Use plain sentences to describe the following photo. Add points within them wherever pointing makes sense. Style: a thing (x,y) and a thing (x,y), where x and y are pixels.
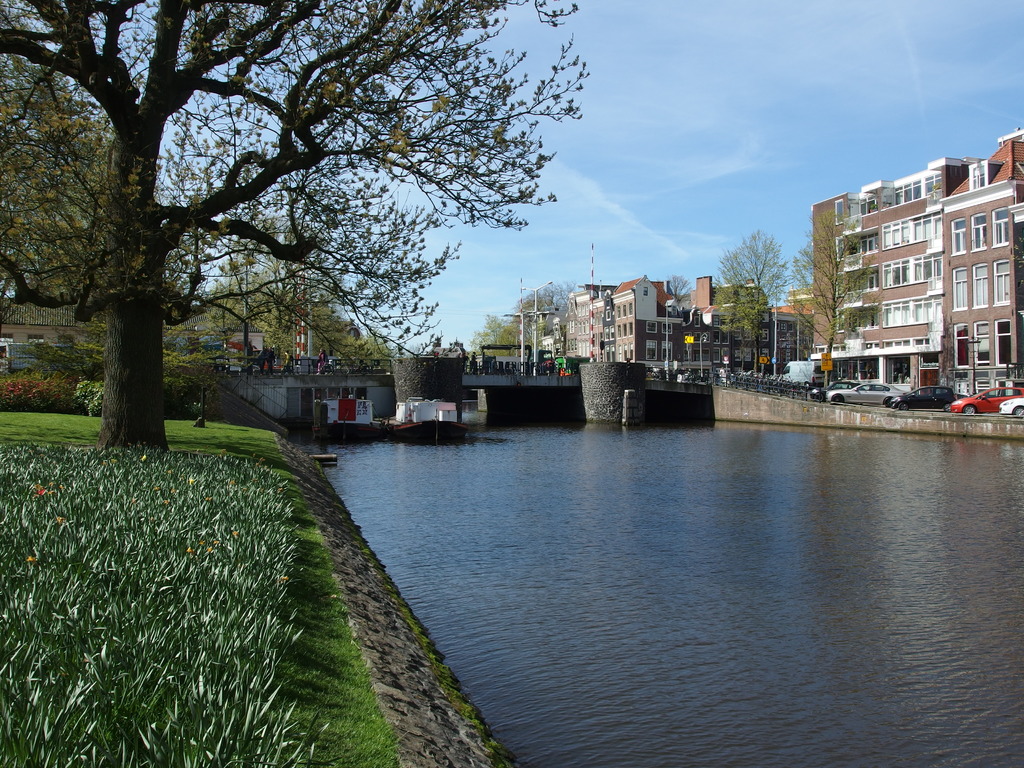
As we can see in the image there is grass (248,446), water (583,561), bridge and at the top (652,129) there is sky (733,110). There are buildings (641,315), vehicles (847,387), trees (824,244), current poles (535,337) and plants (71,348).
